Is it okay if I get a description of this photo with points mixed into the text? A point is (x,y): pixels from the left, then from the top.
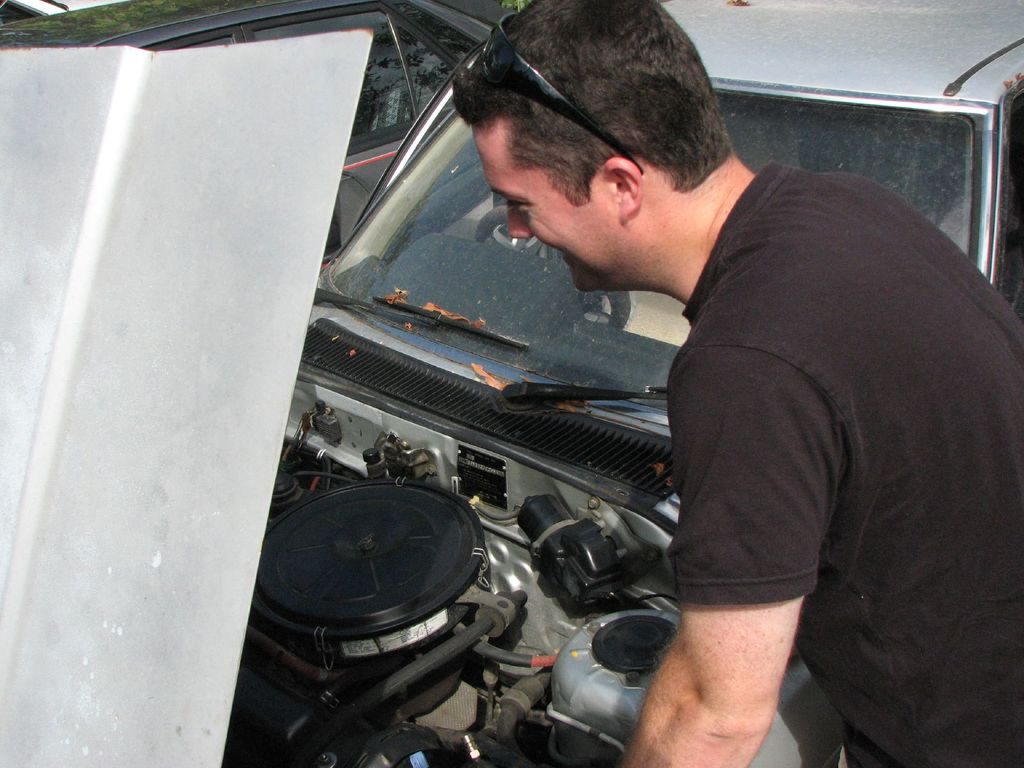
In this picture there is a man (710,183) on the right side of the image (710,183) and there is a car (331,363) in front of him, there is another car (224,25) in the image.
